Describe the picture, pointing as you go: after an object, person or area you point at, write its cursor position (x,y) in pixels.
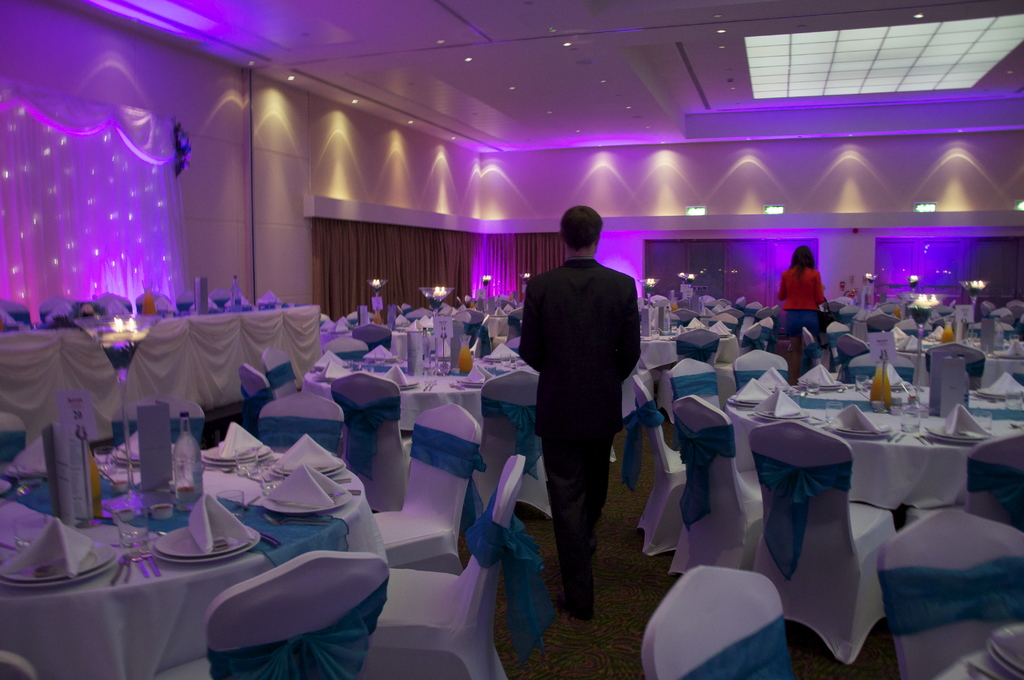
In this image we can see a man (637,347) and a woman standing on the floor (596,580). We can also see a group of chairs (722,460) and tables (740,460) decorated with cloth (480,536). We can also see some bottles (187,488), napkins (199,520), plates (237,550), forks (280,518) and spoons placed on the tables (314,529). On the backside (610,222) we can see a wall (256,261), curtains (557,260) and a roof (499,84) with some ceiling lights (794,77).
